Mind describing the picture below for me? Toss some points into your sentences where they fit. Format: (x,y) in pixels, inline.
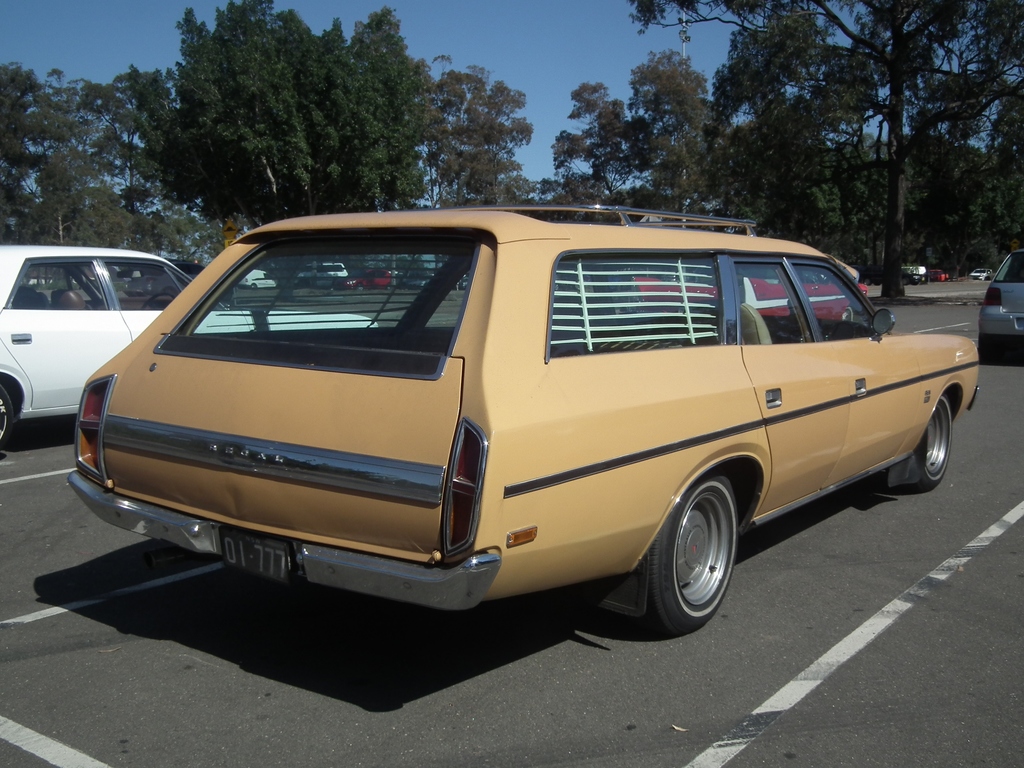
In this picture we can observe a car (569,465) on the road (572,606) which is in yellow color. There is a white color car (35,317) on the left side (88,314). In the background (187,204) there are trees (443,126) and a sky (500,57).
